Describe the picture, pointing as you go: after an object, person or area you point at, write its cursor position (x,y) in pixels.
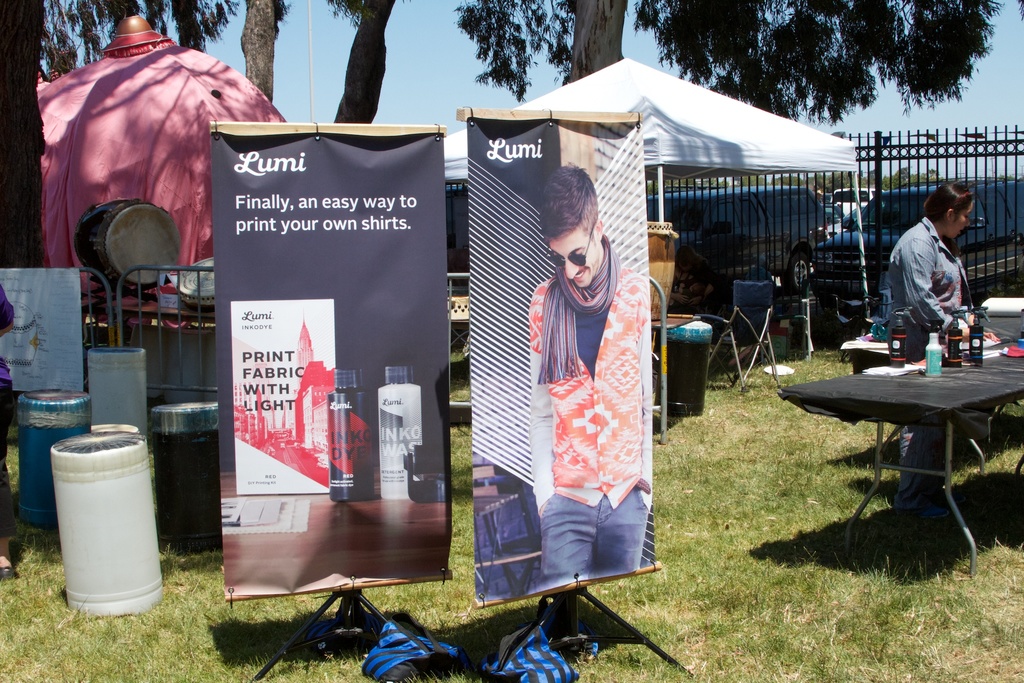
In the image I can see a woman (963,302) is standing on the ground (920,636). Here I can see banners (481,230) which has photos (592,388) of a man (576,401), bottles (406,450) and something (279,347) written on them. In the background (701,201) I can see fence (657,213), trees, the sky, the grass (659,454), vehicles (725,200) and some other objects (125,473) on the ground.
